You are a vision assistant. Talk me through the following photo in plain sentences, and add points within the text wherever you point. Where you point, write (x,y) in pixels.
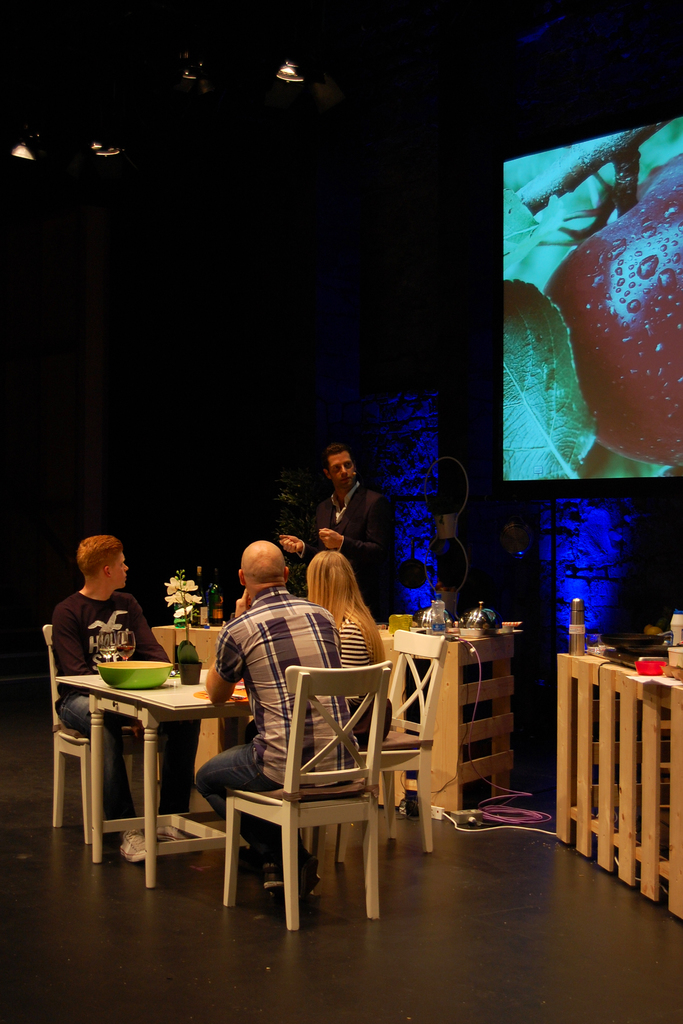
In this image there are four people (356,579), three persons (89,572) sitting on chairs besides a table (225,712), another man (374,600) is standing besides them. Towards the right corner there is a table (680,871). Towards the right top (592,296) there is a screen (590,291), on screen (547,285) there is a fruit (658,396) and the background (233,386) is dark.
